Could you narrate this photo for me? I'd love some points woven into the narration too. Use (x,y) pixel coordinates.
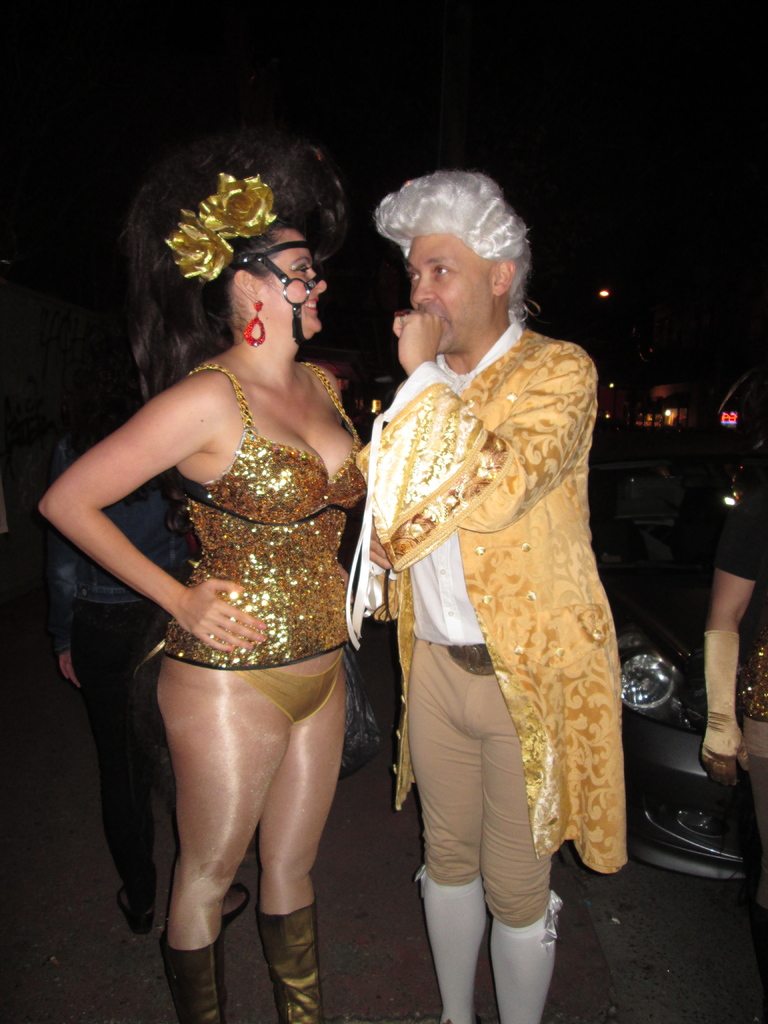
In this image there is a man (482,473) and woman (261,458) standing. They are wearing costumes (515,580). To the right of the image (632,599) there is car (666,579). Behind them there is another person (109,616). The background (479,37) is dark.
